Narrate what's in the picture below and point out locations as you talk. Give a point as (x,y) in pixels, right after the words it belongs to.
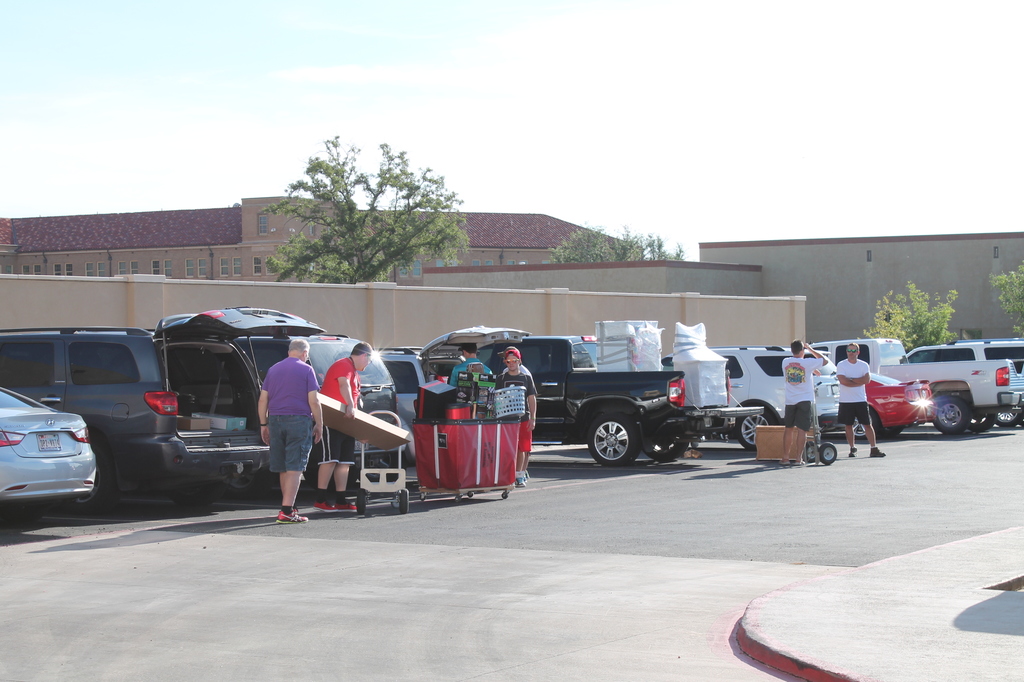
There is a road (508,507). On the right side (912,594) there is a sidewalk (941,588). On the other side there are many vehicles (569,370) parked. Some people (289,362) are standing. There are some carts (489,465). On that there are some bags (451,400) and some other items (473,394). In the back (356,305) there is wall (392,300), buildings (477,225), trees (631,248) and sky (595,125).
